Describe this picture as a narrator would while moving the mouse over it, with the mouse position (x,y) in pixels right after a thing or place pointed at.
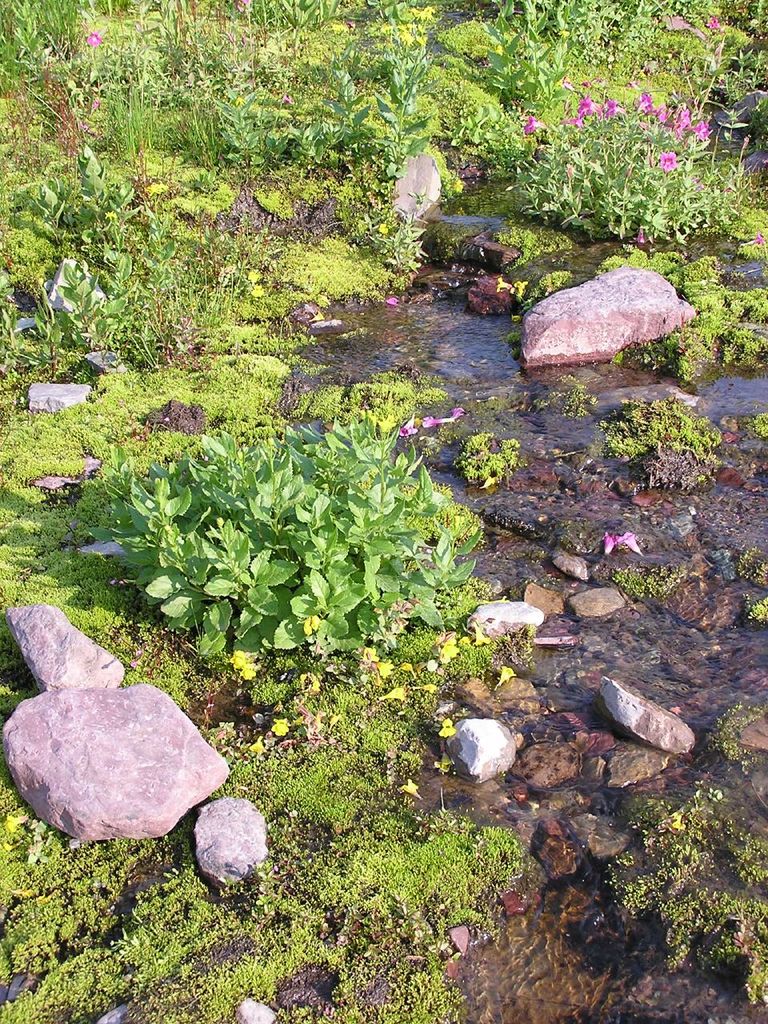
In this image we can see rocks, here is the water (456,355), there are small plants (484,155), and flowers (664,106) on it, there is the grass (130,604).
